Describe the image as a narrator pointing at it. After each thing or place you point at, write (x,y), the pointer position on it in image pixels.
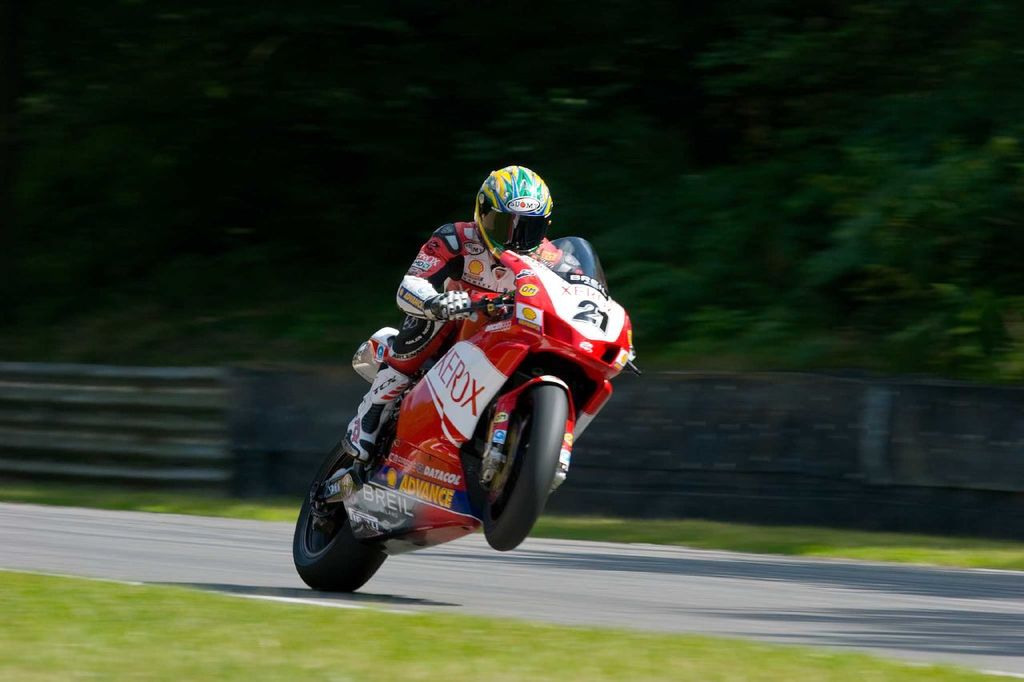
In this picture, we see the person (500,289) who is wearing the yellow and the green helmet (527,189) is riding the bike (459,404). At the bottom (270,637), we see the grass (383,641) and the road (566,577). Behind him, we see the road railing (151,401). There are trees (698,217) in the background (395,245). This picture is blurred in the background (587,233).
